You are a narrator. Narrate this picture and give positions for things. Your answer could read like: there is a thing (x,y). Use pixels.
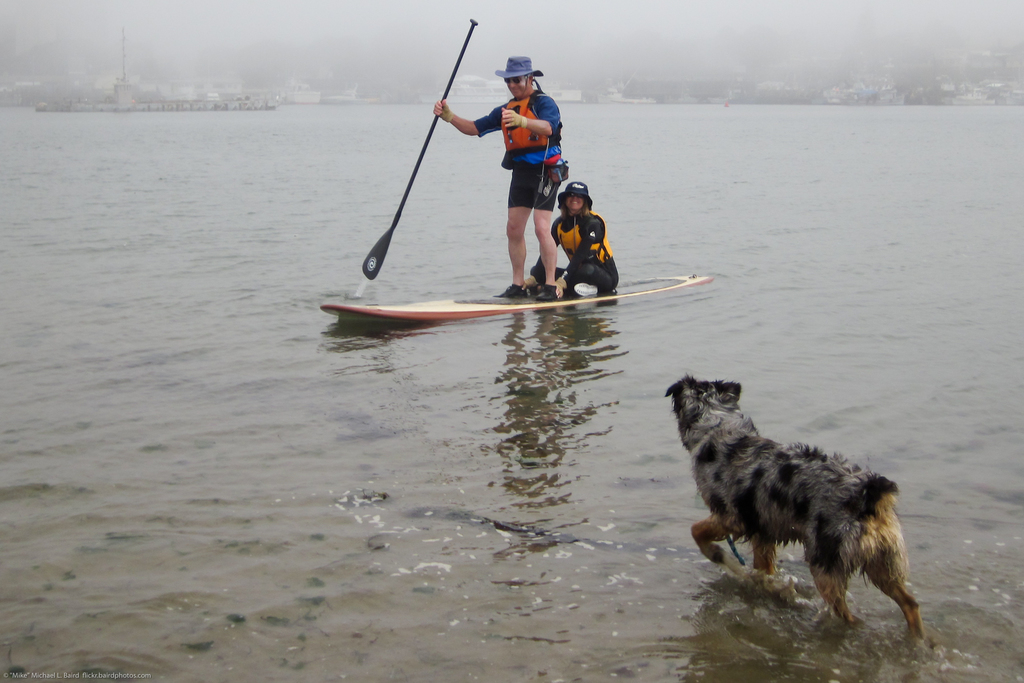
In this picture we can see a dog (788,524) in the front (761,501), at the bottom (479,551) there is water (473,552), we can see a boat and two persons (574,212) in the middle (606,230), a person (535,222) is holding a paddle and wearing a cap (508,74), we can see fog (611,33) in the background (566,36).
